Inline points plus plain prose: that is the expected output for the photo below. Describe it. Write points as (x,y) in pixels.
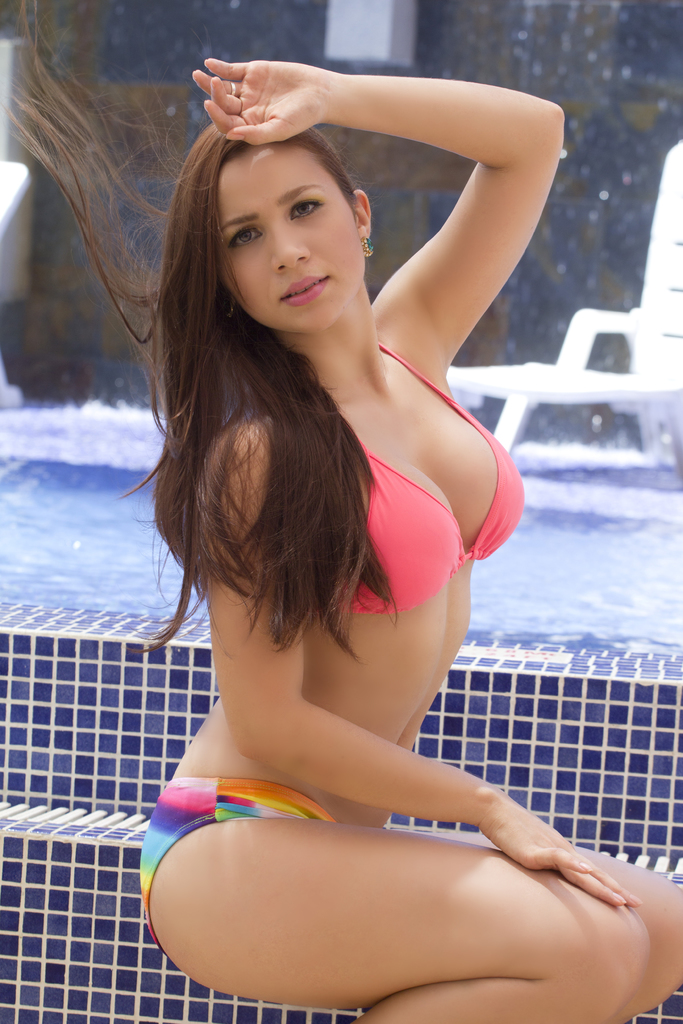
In the image we can see there is a woman (336,549) sitting on the floor (327,1014) and behind there is a swimming pool (619,552).
